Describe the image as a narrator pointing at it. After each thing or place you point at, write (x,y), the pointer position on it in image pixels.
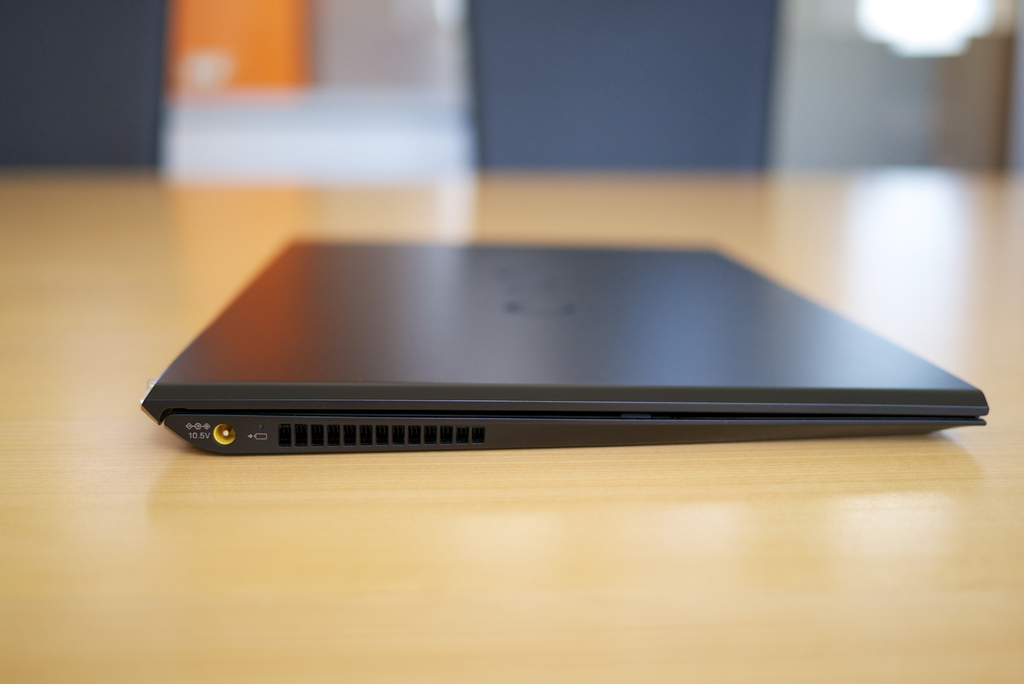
In this picture we can see a laptop (492,247) on a wooden surface (770,247) and in the background (736,104) it is blurry.
